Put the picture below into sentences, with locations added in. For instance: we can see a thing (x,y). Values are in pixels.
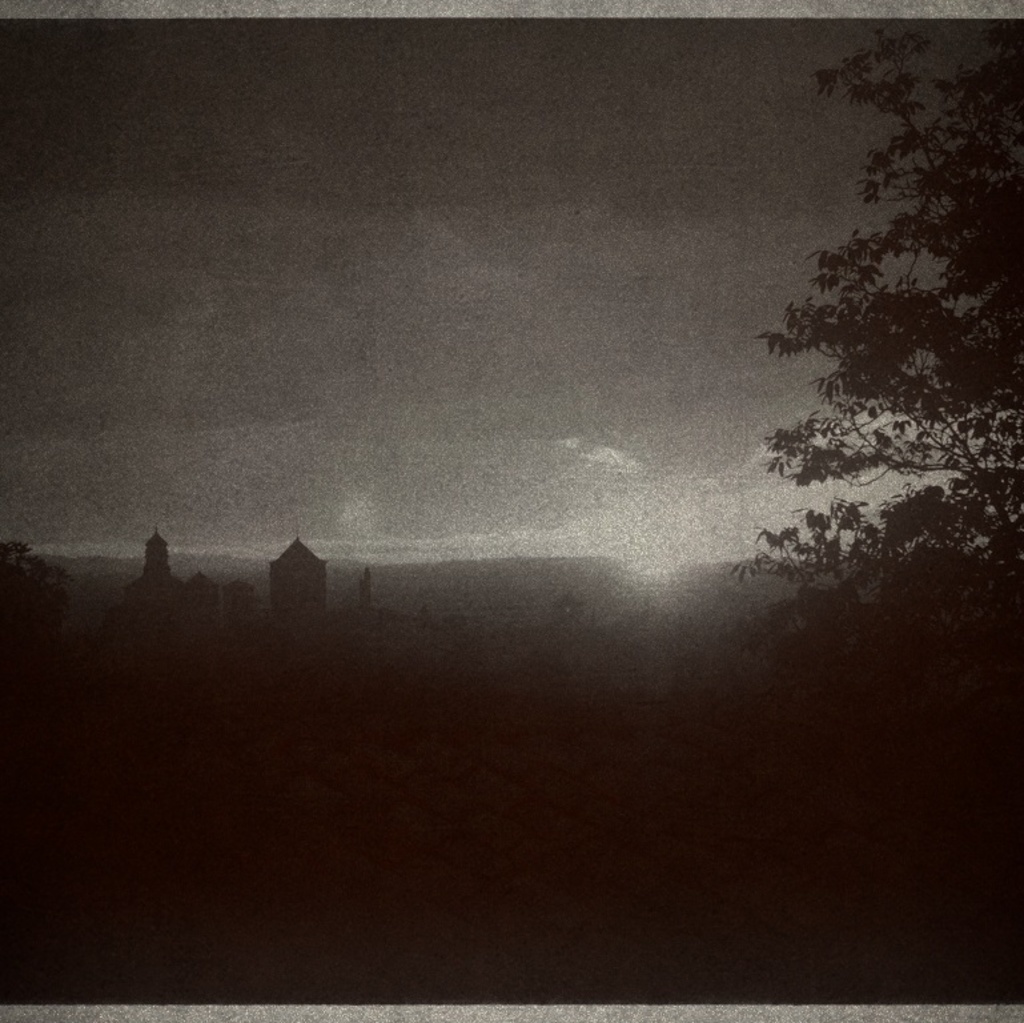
In the image we can see there is a tree (1019,244) and behind there are buildings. The sky (508,255) is cloudy and the image is in black and white colour.
